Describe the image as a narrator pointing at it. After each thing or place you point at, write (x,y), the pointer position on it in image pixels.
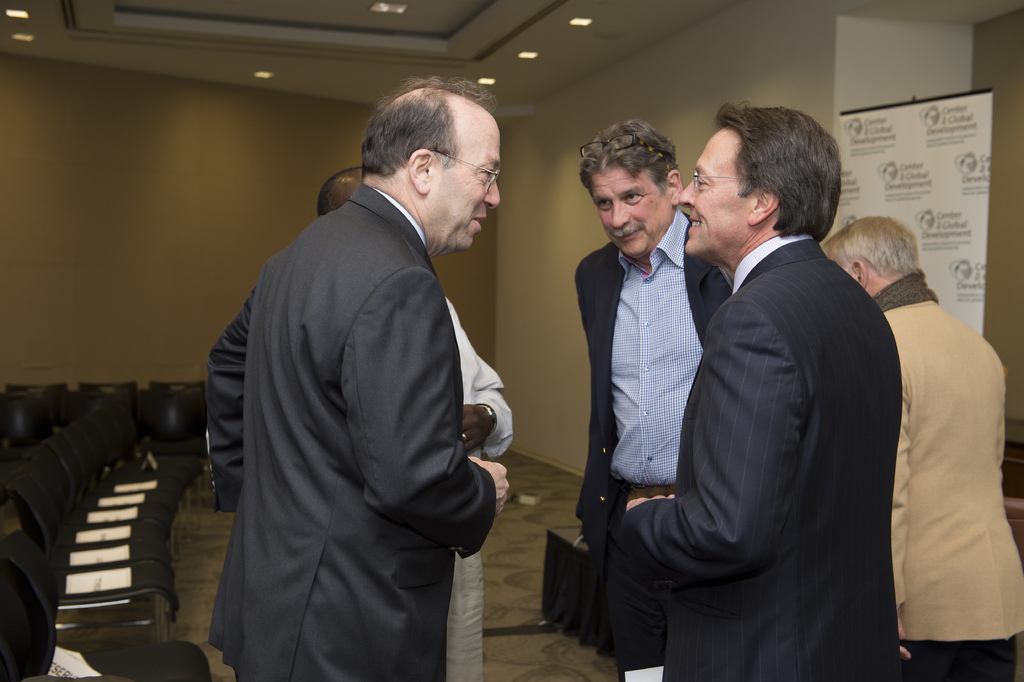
In this image in the middle (361,301), there is a man (325,317), he wears a suit (327,388), in front of him there is a man (783,388), he wears a suit (775,344), shirt (773,238), he is smiling. In the middle (599,304) there is a man (603,315), he wears a suit (609,355), shirt (622,424), trouser (633,626). On the right (990,469) there is a man (947,455), he wears a suit (939,524), trouser (949,646). On the left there is a, man (481,418). In the middle (557,228) there are chairs (32,610), posters (928,227), text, tablecloth (577,596), floor (503,571), wall (207,183) and lights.
